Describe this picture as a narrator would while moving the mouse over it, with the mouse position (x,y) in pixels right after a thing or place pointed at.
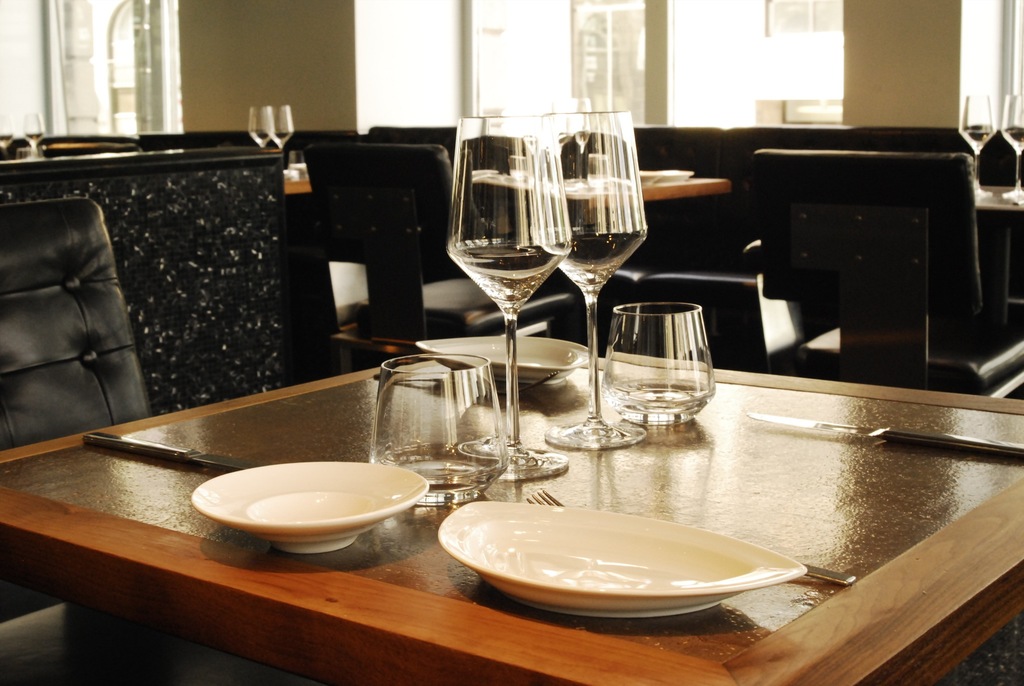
Image looks like it is clicked inside a restaurant (526,458). There is a table (810,502) on which glasses (664,322) and plates (360,491) are kept. There are many chairs (90,326) in the room (590,313). In the background (283,52) there is a wall (245,45) along with windows (714,53).
